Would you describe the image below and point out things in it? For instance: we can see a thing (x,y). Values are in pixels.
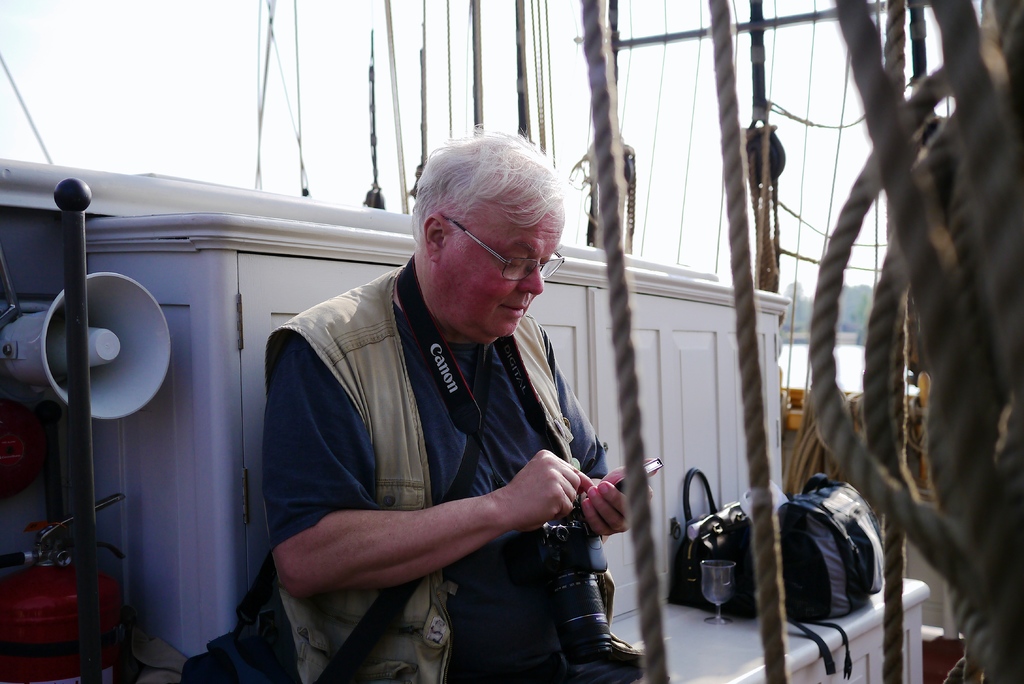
In this image there is a person (450,433) wearing a camera (441,378) is holding a mobile phone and is looking into it, behind the person (475,289) there is a metal rod (88,346), a speaker (113,348), a fire extinguisher (64,554) and there are a few bags (708,537) and a glass (712,602) placed on the wood surface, in the background of the image (845,374) there are trees (847,316) and water (859,349).
